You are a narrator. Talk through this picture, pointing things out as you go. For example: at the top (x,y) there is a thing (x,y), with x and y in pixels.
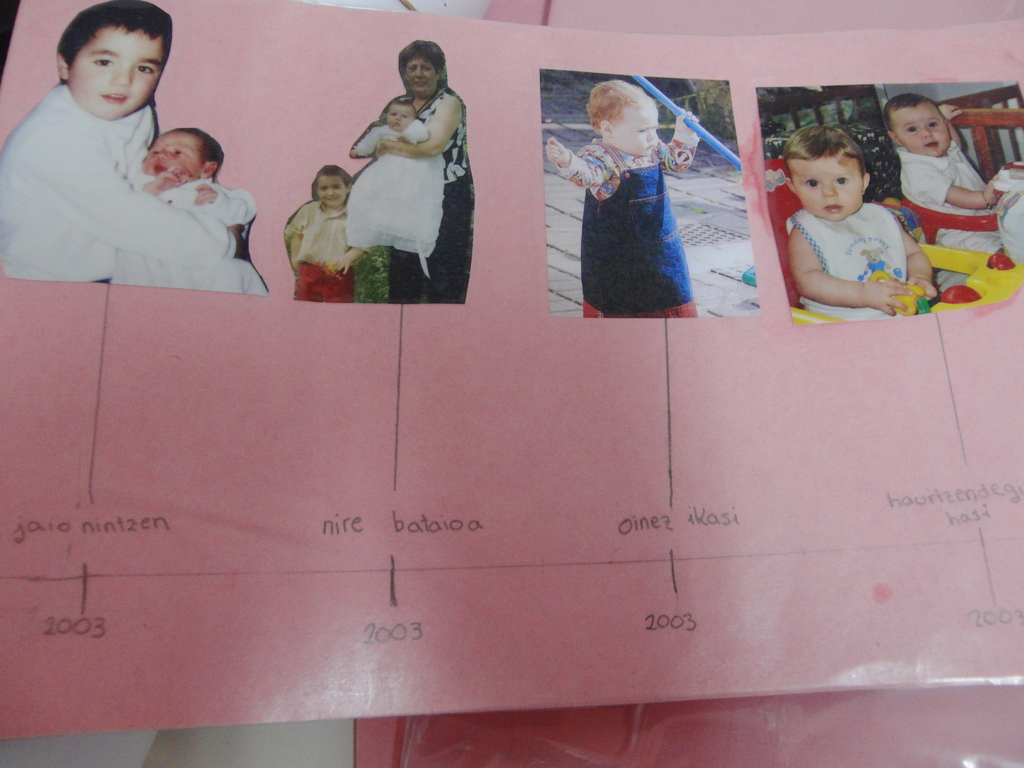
In this image I can see a pink colored sheet (647,520) and on it I can see few pictures (444,207) in which I can see few persons (440,149) holding babies (416,206), a child (690,285) standing and holding a blue colored object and few children (911,138) sitting on chairs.
